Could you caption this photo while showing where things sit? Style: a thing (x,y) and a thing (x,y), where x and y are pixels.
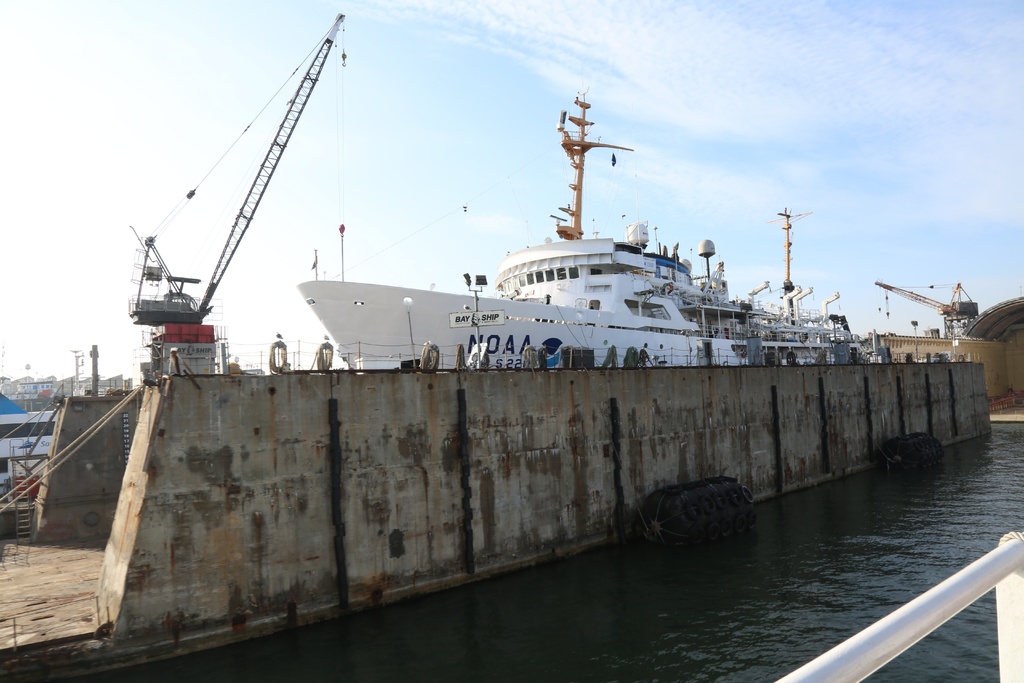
In the picture I can see the water (871,576) and there is a stainless steel pole (934,593) on the bottom right side (953,600). I can see the dry dock construction (328,403) and there is a ship (662,321) on the dry dock (740,381). I can see the construction tower crane (293,104) on the top left side (251,128) and the right side (914,290) as well. It is looking like a metal shed construction (992,322) on the right side (1003,339). There are clouds (752,122) in the sky (814,162).
